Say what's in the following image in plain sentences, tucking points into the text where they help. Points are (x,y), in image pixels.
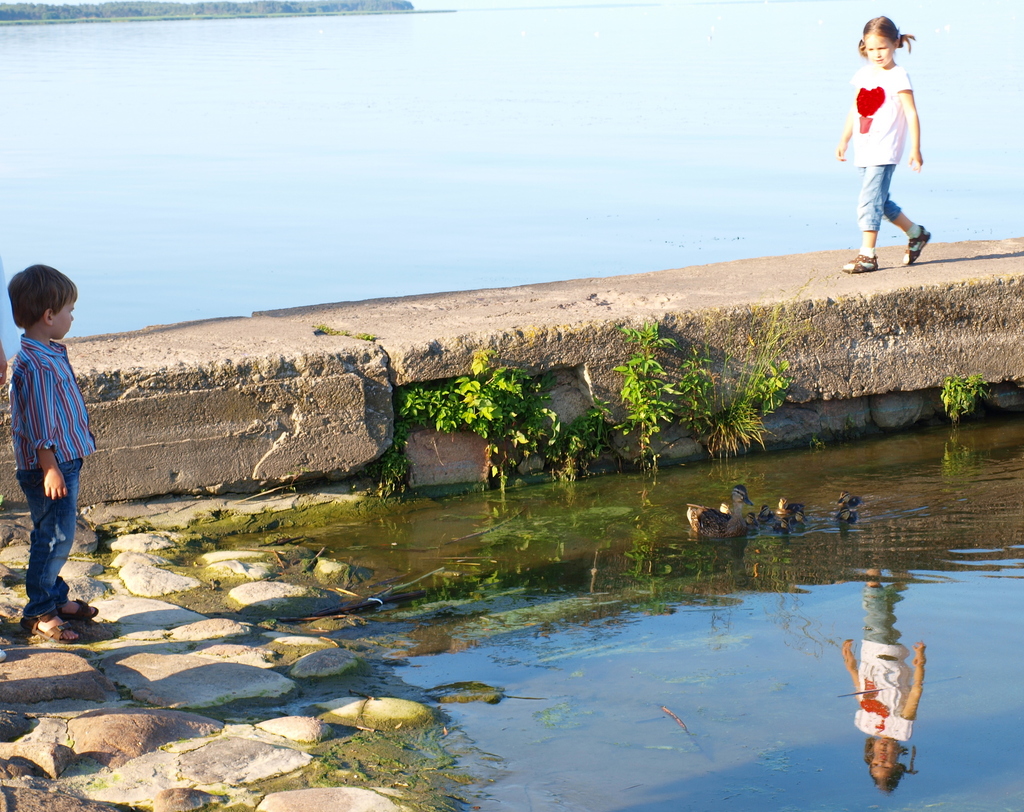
This picture might be taken outside of the city. In this image, on the right side (998,298), we can see a girl (920,250) walking on the bridge (920,279). On the left side (37,385), we can also see a boy (42,421) standing on the stones (114,736). In the background (419,139), we can see water (227,125) in a lake (523,163), trees (96,15), at the bottom (916,660), we can see mirror image (919,647) of a girl (880,632) in the water (608,752).
